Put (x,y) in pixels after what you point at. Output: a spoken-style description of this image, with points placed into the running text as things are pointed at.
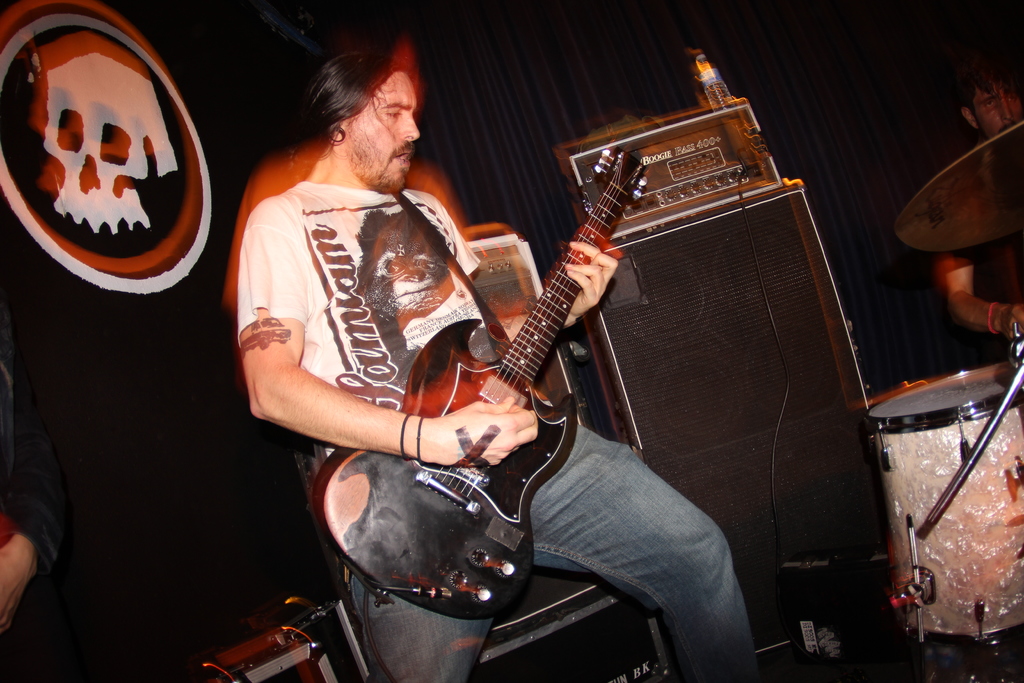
Here we can see one man (682,573) playing a guitar (425,397). On the background (769,231) we can see electronic device (723,169), speakers (833,421), drum (931,444), cymbal (960,231) and partial part of a man (970,302).
